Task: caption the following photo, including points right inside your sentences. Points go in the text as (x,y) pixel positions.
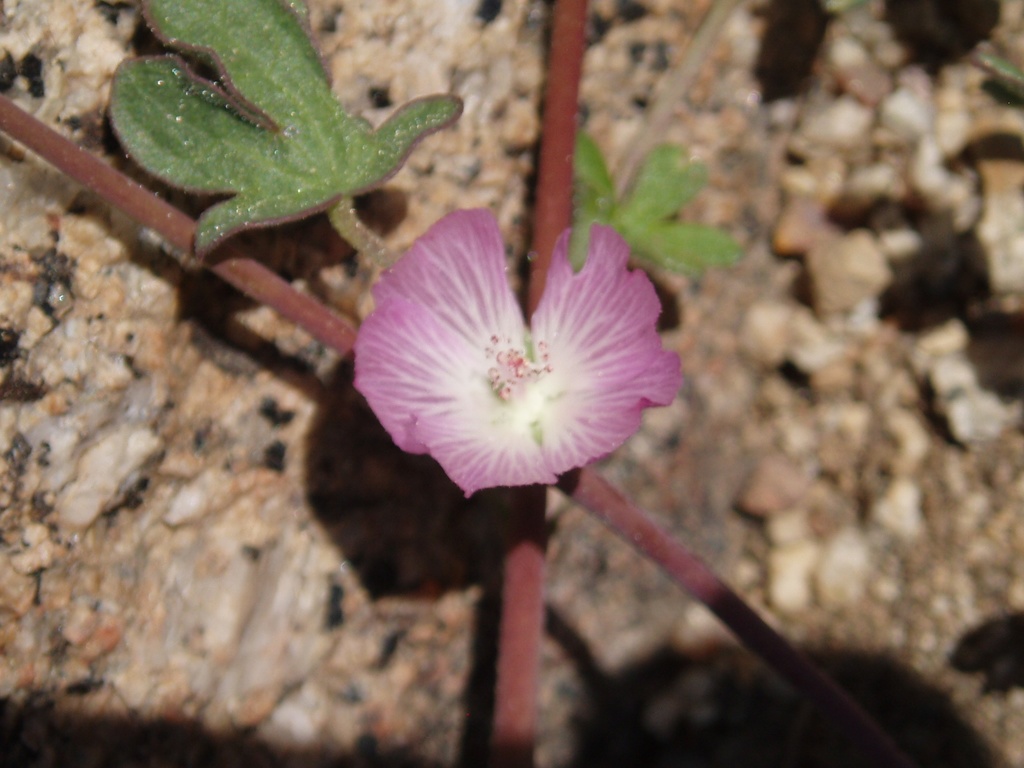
Here we can see a flower (582,369), leaves (242,95) and stems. In the background (290,325) there are stones (246,357).
